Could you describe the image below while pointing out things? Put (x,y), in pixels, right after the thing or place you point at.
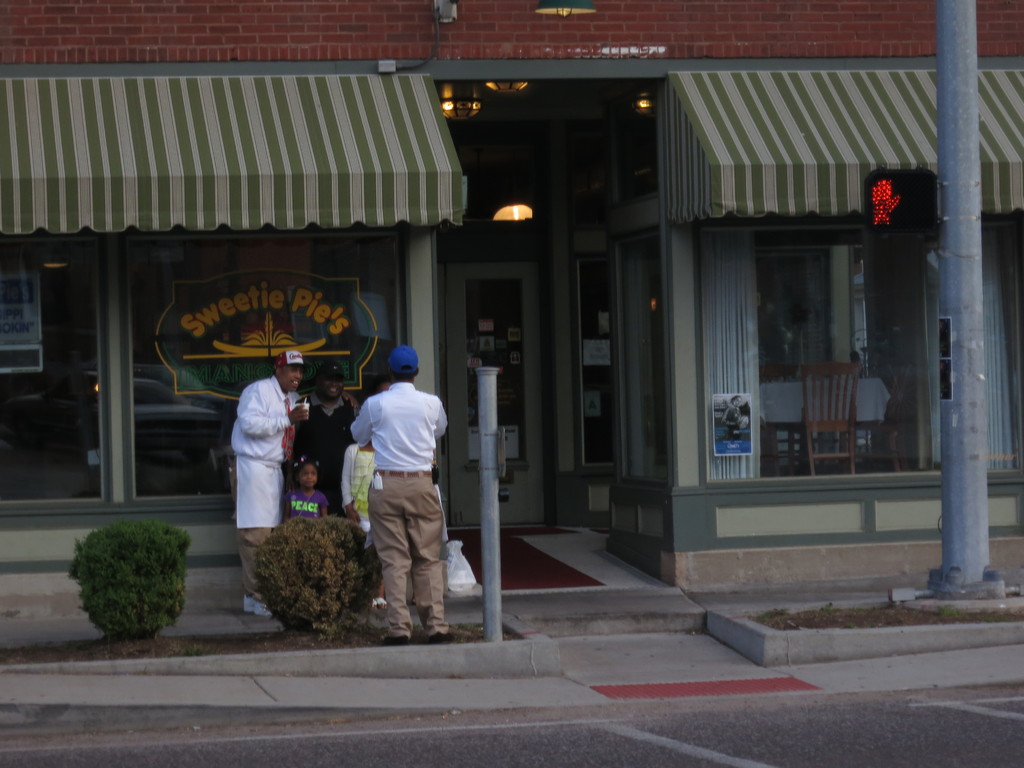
In this image in the center (351,479) there are persons (351,479) standing and smiling. In the background (373,310) there is a building (647,309) and there are two tents (749,164) which are green in colour. In front of the building (881,353) on the right side (940,378) there is a pole (942,416) and on the left side (153,578) there are plants (304,599) and there is a pole (488,526).
